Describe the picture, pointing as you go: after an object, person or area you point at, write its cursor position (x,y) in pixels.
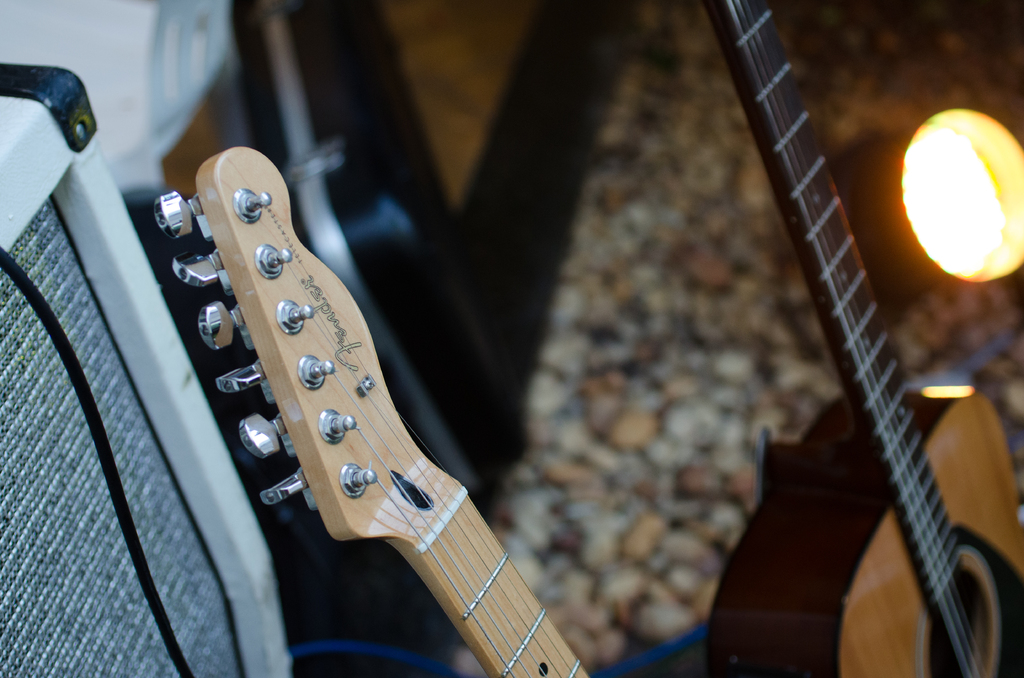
There are two guitars (428,464) which are creme and brown in color.
